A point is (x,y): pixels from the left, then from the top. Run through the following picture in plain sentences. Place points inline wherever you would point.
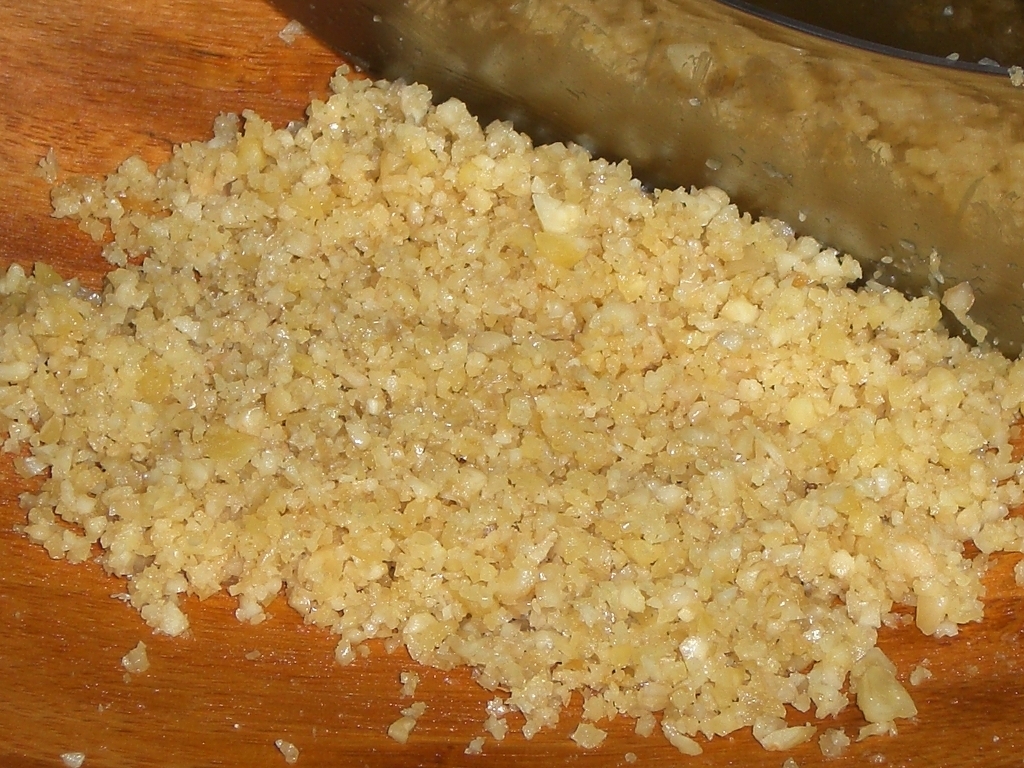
In this image there is some food (386,369) on the wooden plank (104,766), beside there is a knife (864,172).
